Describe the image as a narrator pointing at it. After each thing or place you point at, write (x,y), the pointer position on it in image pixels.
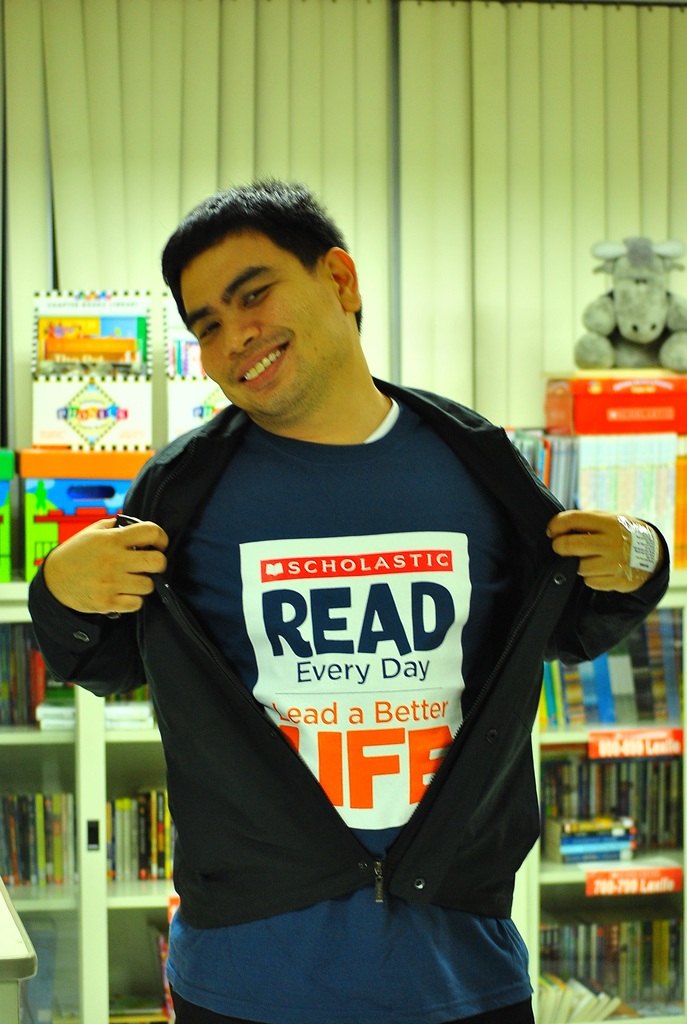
This is an inside view. Here I can see a man (269,884) wearing black color jacket (234,741), blue color t-shirt (237,514), standing, smiling and giving pose for the picture. In the background (38,664) there is a rack (94,772) which is filled with the books (15,664). On the top of that I can see red color box (608,393) and a toy (635,321). At the back of it there is a white color curtain (326,131).
